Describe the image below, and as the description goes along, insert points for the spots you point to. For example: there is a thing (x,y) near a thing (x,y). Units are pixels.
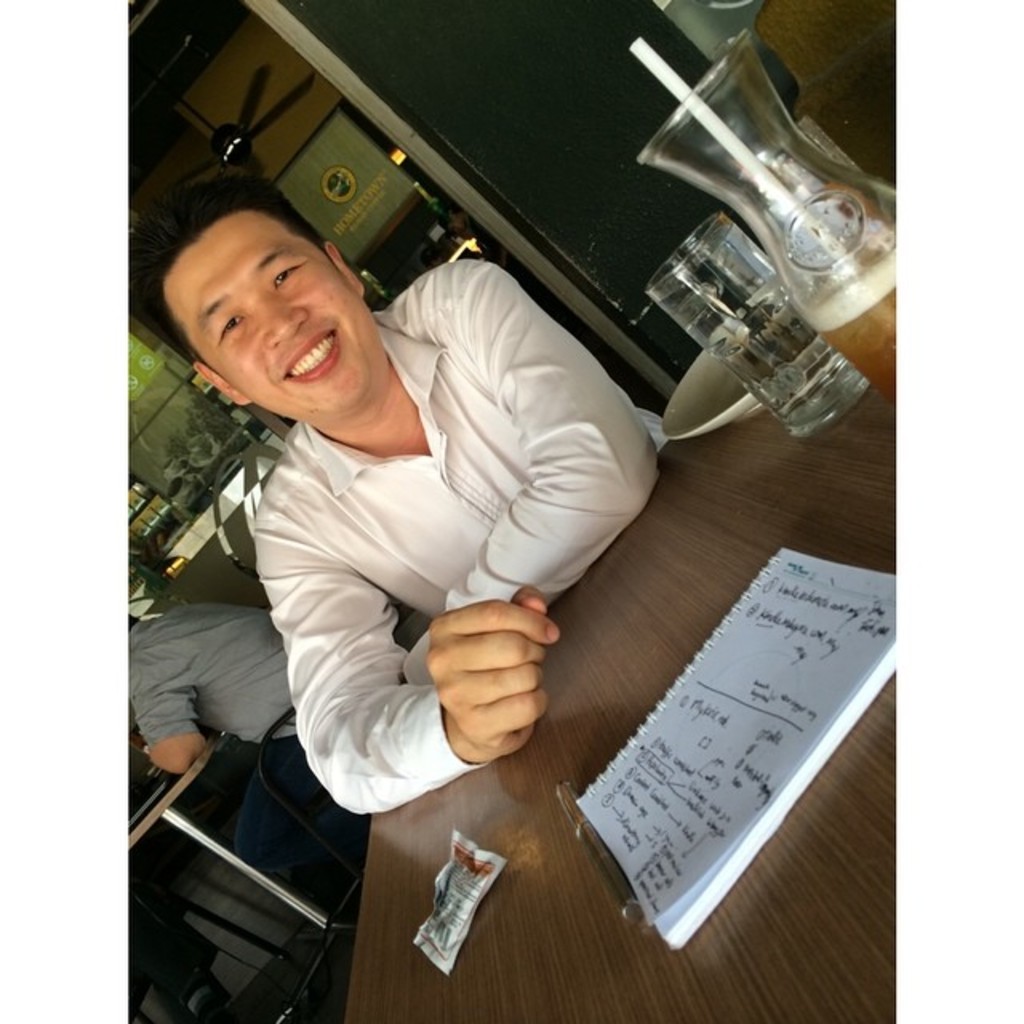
A person (415,463) is sitting on a chair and smiling, wore white shirt (403,351). In-front of this person (513,449) there is a table (506,847), on a table (532,921) there is a wrapper (447,913), book (649,803), pen (600,864), plate (746,410), glass of water (758,369) and a bottle (795,162) with straw (647,48). At the background (252,112) there is a fan (228,144) attached to the rooftop (144,74) and other person (268,698) is sitting on a chair (263,773). In-front of this person (195,711) there is a table (181,788).
